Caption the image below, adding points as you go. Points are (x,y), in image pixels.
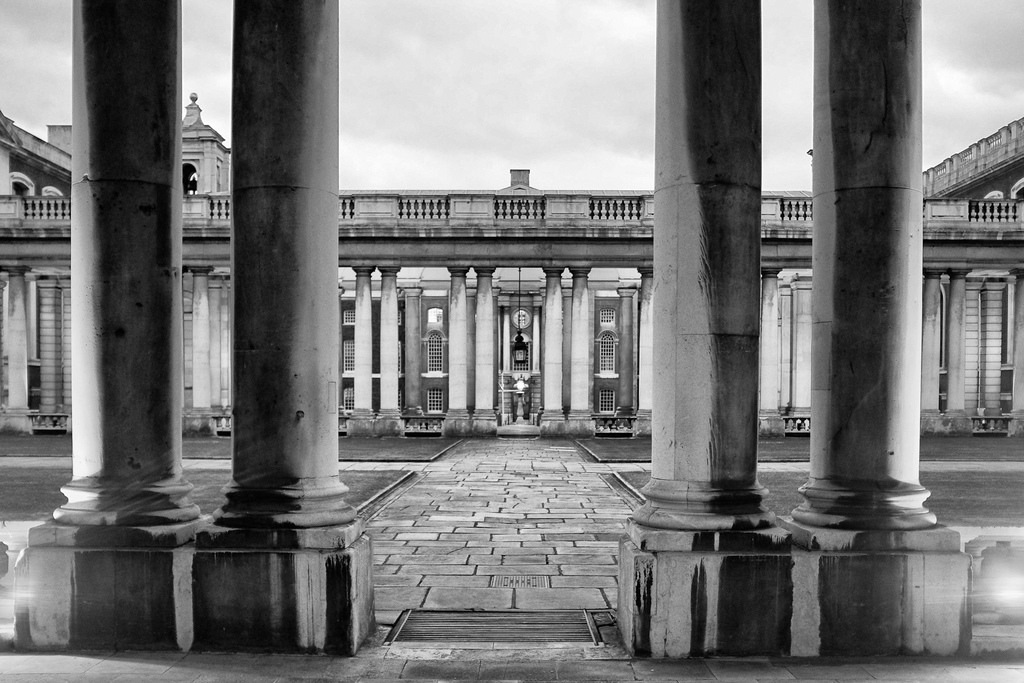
This is a black and white picture, in the front (291,368) there are pillars (719,169) on either side with a building (571,286) behind it, in the middle (372,445) there is garden (610,444) and above its sky (500,82).
